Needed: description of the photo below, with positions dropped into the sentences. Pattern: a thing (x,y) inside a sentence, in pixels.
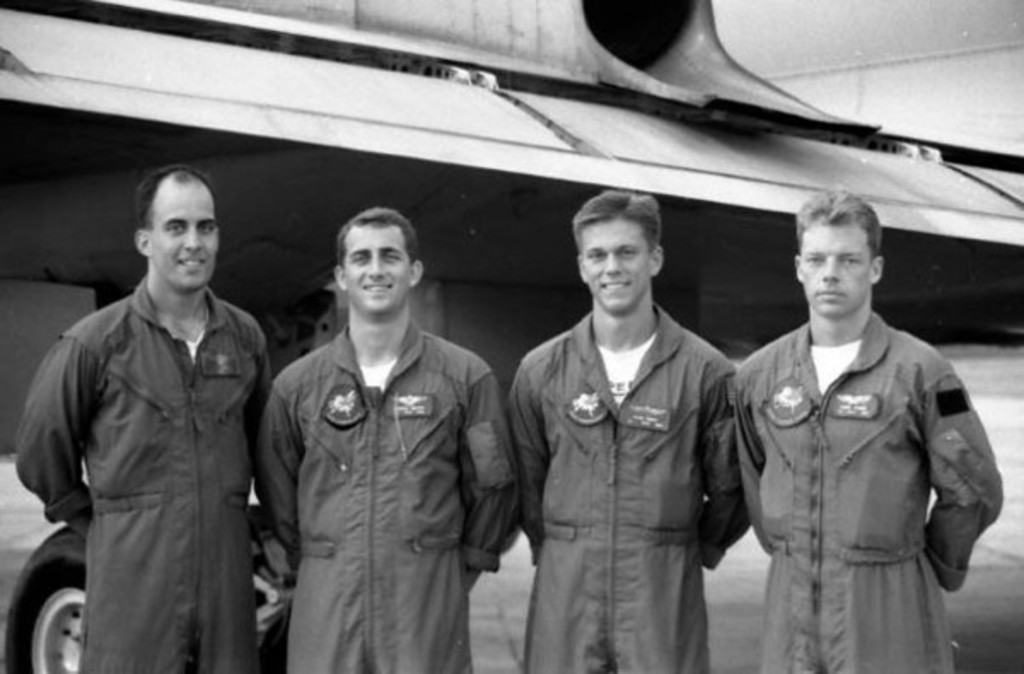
This is a black and white image. In this image we can see a group of people (564,380) standing. On the backside (668,221) we can see a part of a plane (683,221).
